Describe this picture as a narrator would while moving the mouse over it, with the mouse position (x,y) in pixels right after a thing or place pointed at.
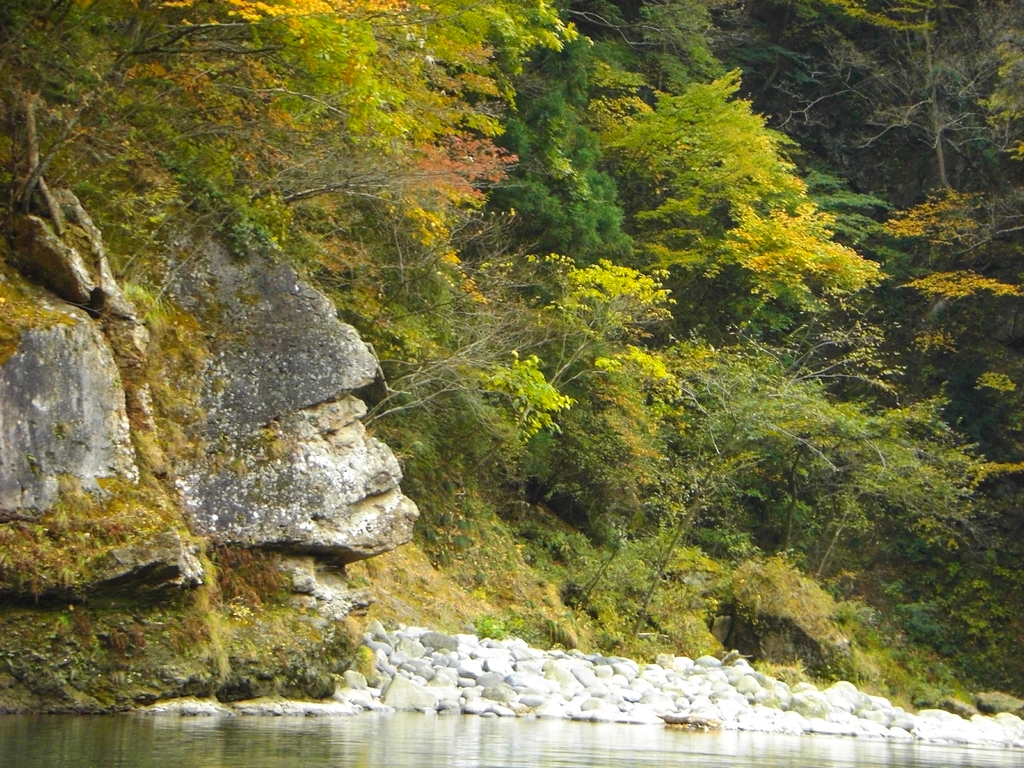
In this picture I can see trees (549,258), rocks (68,420) and I can see water (33,730).
